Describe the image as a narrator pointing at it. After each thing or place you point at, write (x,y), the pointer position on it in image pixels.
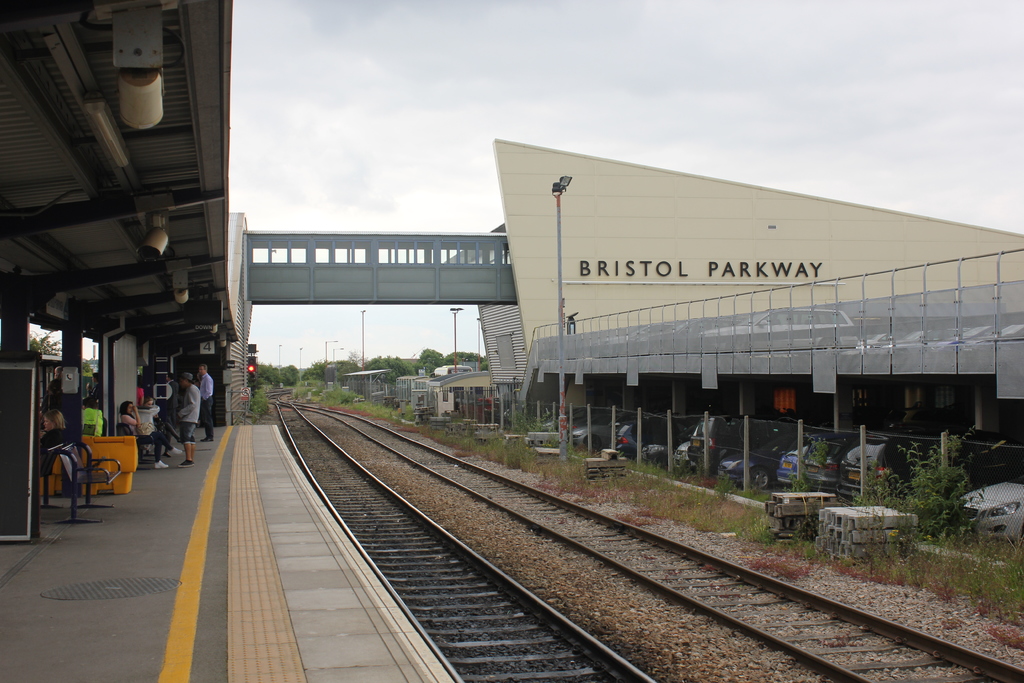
This image is clicked inside the railway station (378,440). in the middle (426,451) there are two railway tracks (553,499). On the left side (268,474) there is a platform (194,527). On the platform (169,509) there are benches (74,465) and few people (135,422) are standing on it. At the top (351,80) there is the sky (344,70). On the right side (823,418) there is a parking slot (800,356) in which there are so many cars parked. At the top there are lights (143,245) to the ceiling (80,176).
